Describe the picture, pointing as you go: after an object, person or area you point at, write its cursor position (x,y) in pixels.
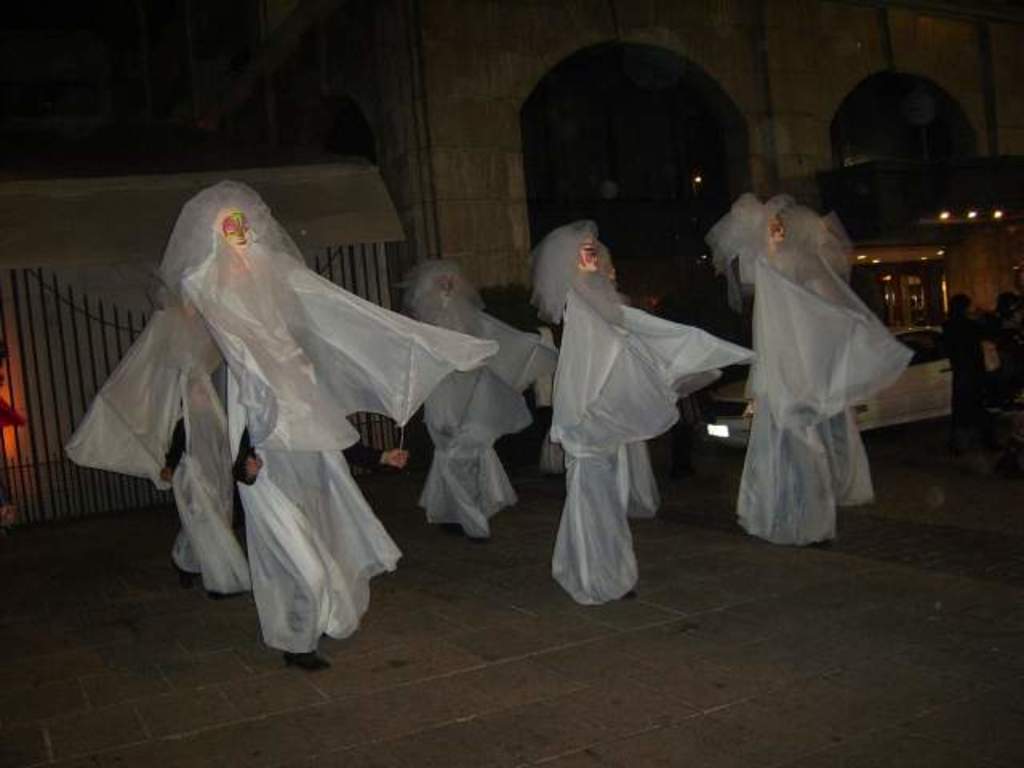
In this picture, we see the people (338,390) wearing the white costumes (603,377) are standing. Behind them, we see the shrubs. At the bottom (656,681), we see the pavement (841,664). On the right side (1021,385), we see two people (965,368) are standing. Beside them, we see a white car (884,408). Beside the car (945,376), we see a building (862,248). In the middle (666,281), we see an arch (738,177). On the left side (53,330), we see the fence (72,372) and a wall (78,212) in white color. This picture is clicked in the dark.
